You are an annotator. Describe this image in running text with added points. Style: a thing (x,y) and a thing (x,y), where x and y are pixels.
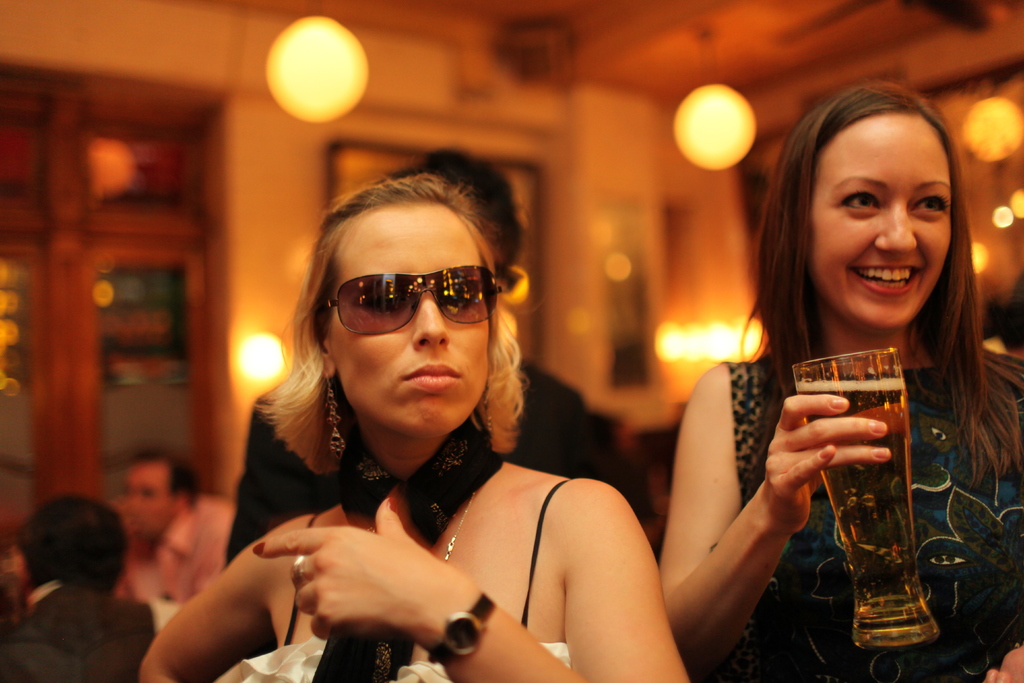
In this picture i could see two women (790,305) in the picture the left side woman (445,390) is wear a glasses (395,303) and a wrist watch (455,623) and a ring (298,571) on her middle finger (312,574) and a scarf (371,510) around her neck (405,469), and to the right side (757,523) a woman (913,402) is holding a beer glass (873,508) in her right hand (883,451) and smiling to the picture in the back ground (142,541) i could see some persons (147,527) sitting and standing and there are some lamps (318,73) hanging from the ceiling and the door (70,204) to the left side of the wall (618,158) and i could see in the background (622,155) there is huge big wall (622,146).
